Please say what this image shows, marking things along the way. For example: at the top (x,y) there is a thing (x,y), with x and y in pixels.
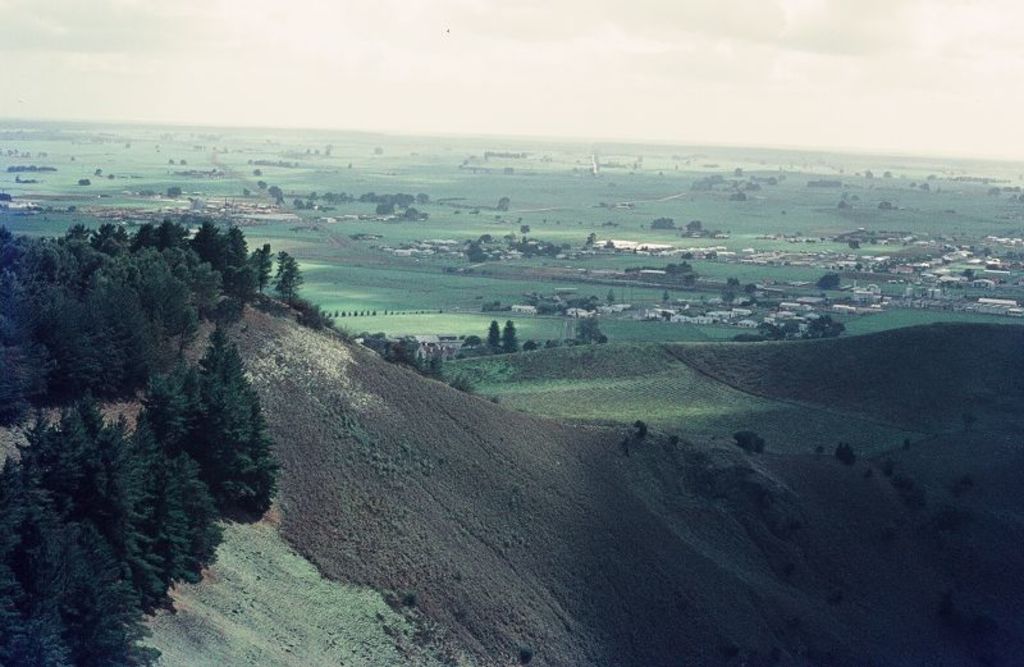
At the bottom of the image (583,493) there are hills (724,364) with grass (621,494) and trees (179,385). Behind the hills (356,377) there is ground (436,264) with grass (559,229), trees (697,225) and buildings (657,242). At the top of the image (524,80) there is sky (470,94).
